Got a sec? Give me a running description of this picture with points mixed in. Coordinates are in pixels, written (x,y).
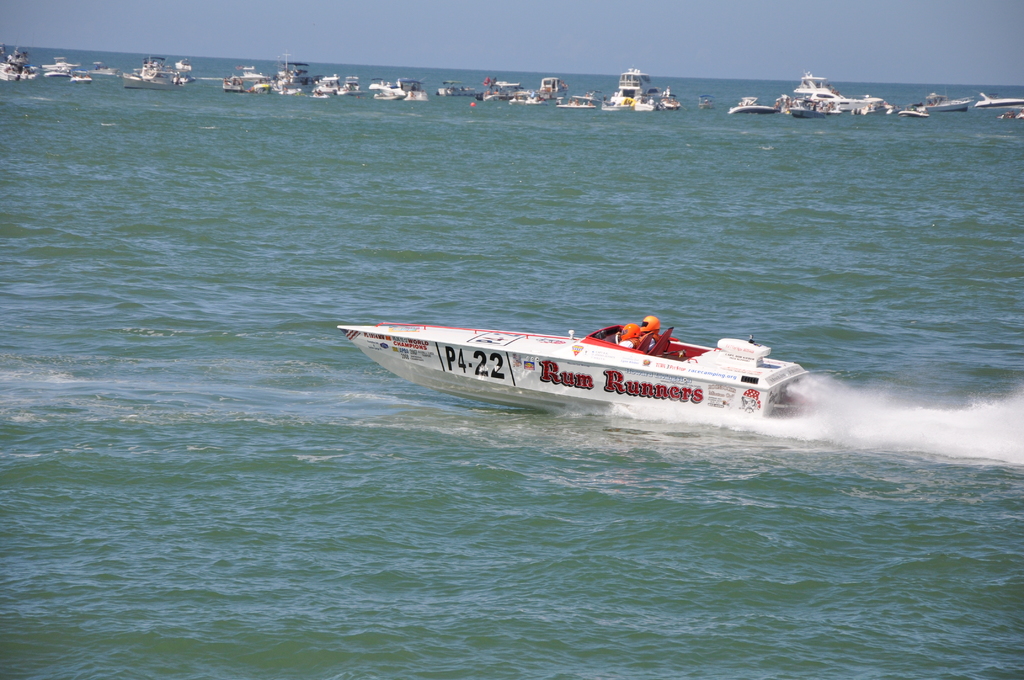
In this picture we can see a group of boats (102,69) on water (559,472) and on a boat (596,383) we can see two people (631,328) wore helmets (635,325) and in the background (402,30) we can see the sky (624,29).
